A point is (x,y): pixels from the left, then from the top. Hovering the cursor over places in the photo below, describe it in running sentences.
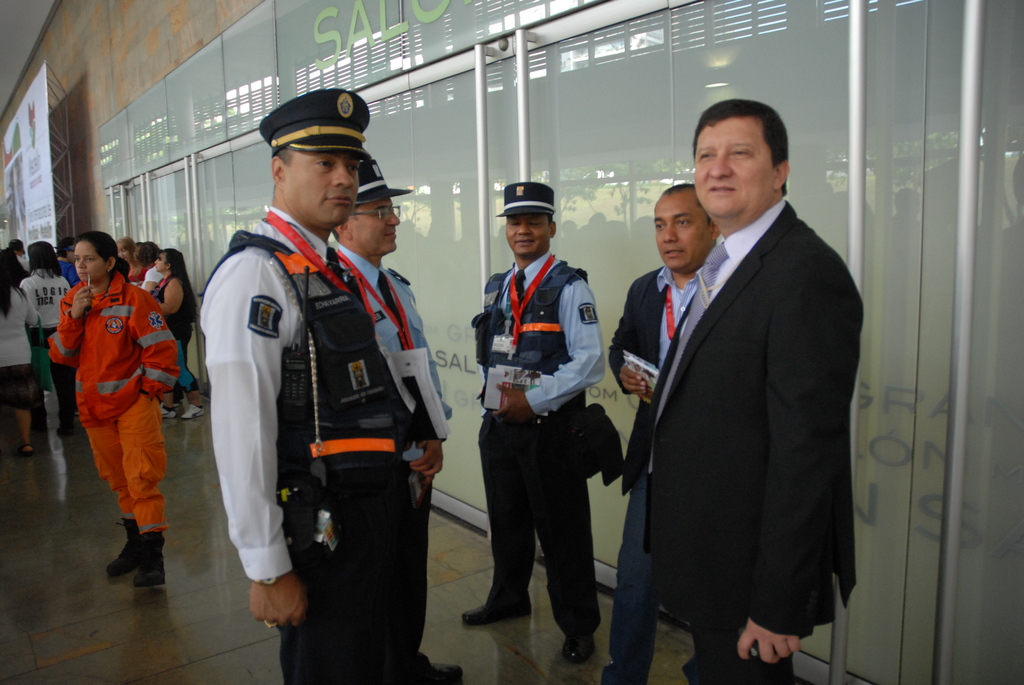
In this picture we can see a group of people (182,386) standing on the floor (129,591) where some of them wore caps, jackets (349,361) and in the background (74,216) we can see a banner (46,144), wall (165,79) and rods (144,180).
